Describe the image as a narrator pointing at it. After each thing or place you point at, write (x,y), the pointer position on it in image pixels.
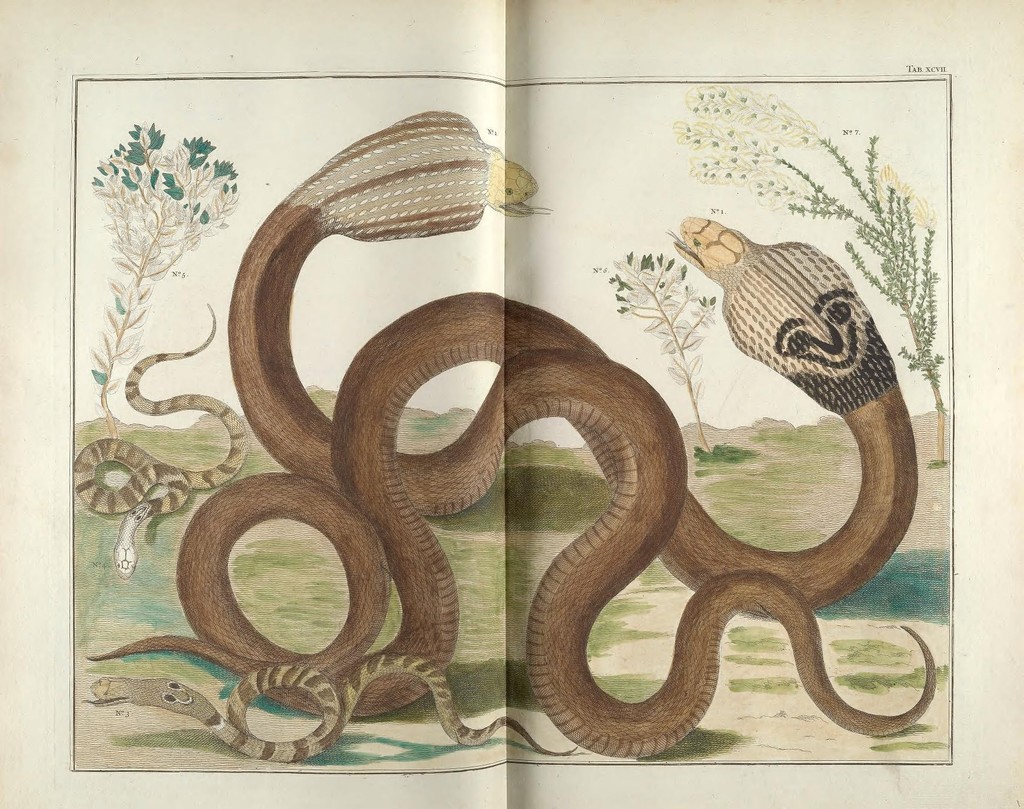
This is a poster (800,724) where we can see snakes (557,567). At the background (895,303) we can see few plants (666,344).
